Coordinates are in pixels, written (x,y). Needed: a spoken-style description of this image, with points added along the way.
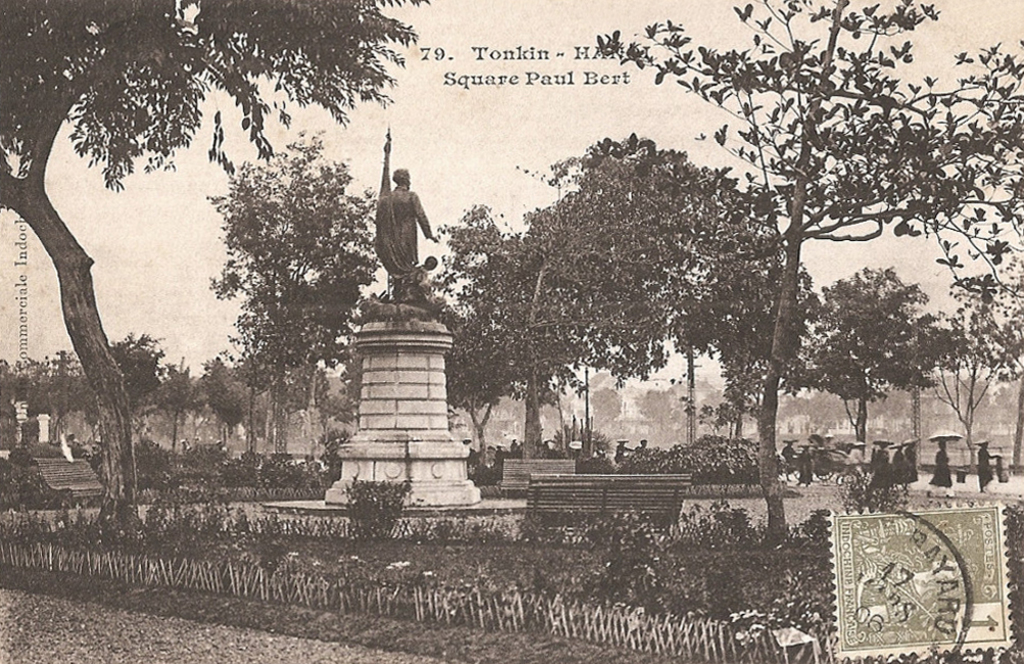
This is a black and white picture. Here, we see the statue (397,221) of man (401,264) is placed on the pillar (406,420). Beside that, we see benches (617,482) and beside that, there are plants (60,528) and grass (252,538). On the right corner of the picture (850,455), we see people (800,463) holding umbrellas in their hands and moving on the road (972,481). There are many trees (218,389) in the background (163,346) and we even see some text (474,85) written in this picture.
